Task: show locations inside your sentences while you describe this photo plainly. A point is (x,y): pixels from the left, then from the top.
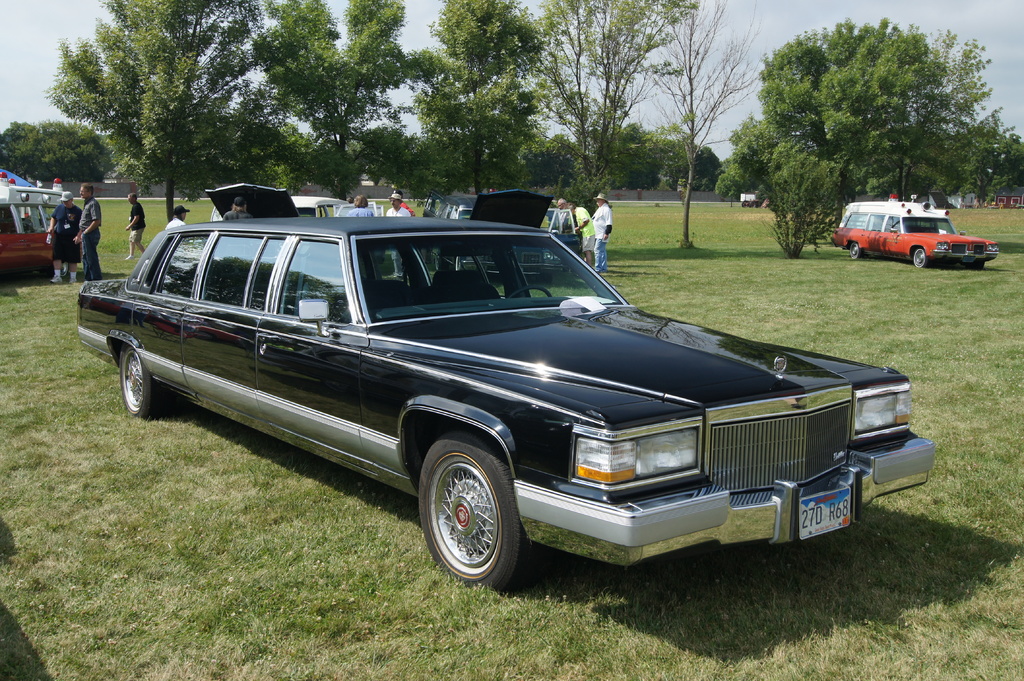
In this picture there are few vehicles (553,232) and persons (585,231) standing on a greenery ground (803,600) and there are trees (260,32) in the background (568,31).
